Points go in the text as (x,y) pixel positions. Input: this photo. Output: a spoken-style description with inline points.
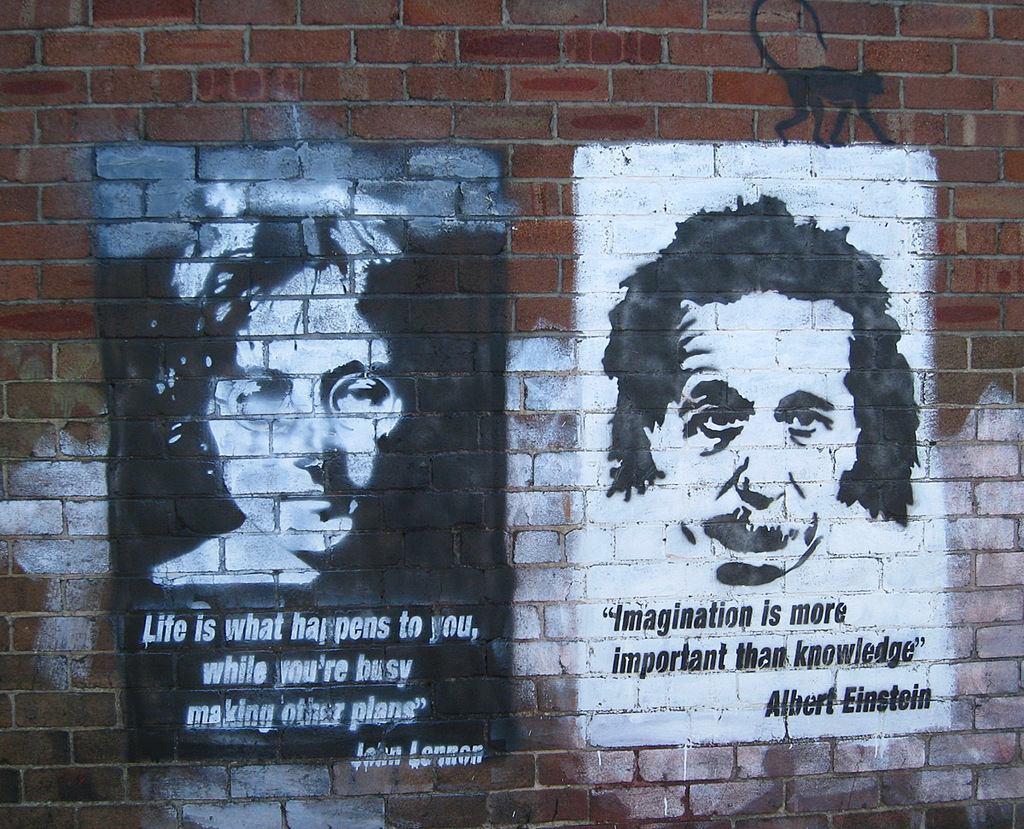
In the image we can see a brick wall (321,124). On the wall (283,187) there is a painting (198,320) of people (664,429), monkey (865,107) and the text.
